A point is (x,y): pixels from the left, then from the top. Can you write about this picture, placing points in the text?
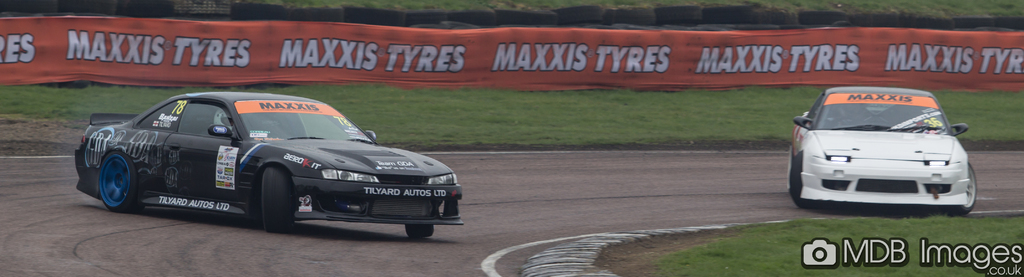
In this image there are two cars (900,143) on the road (526,190) and there is a grass (621,111) on the surface (673,105). At the background (553,64) there is a banner (473,55). Behind that there are tires (670,11).
